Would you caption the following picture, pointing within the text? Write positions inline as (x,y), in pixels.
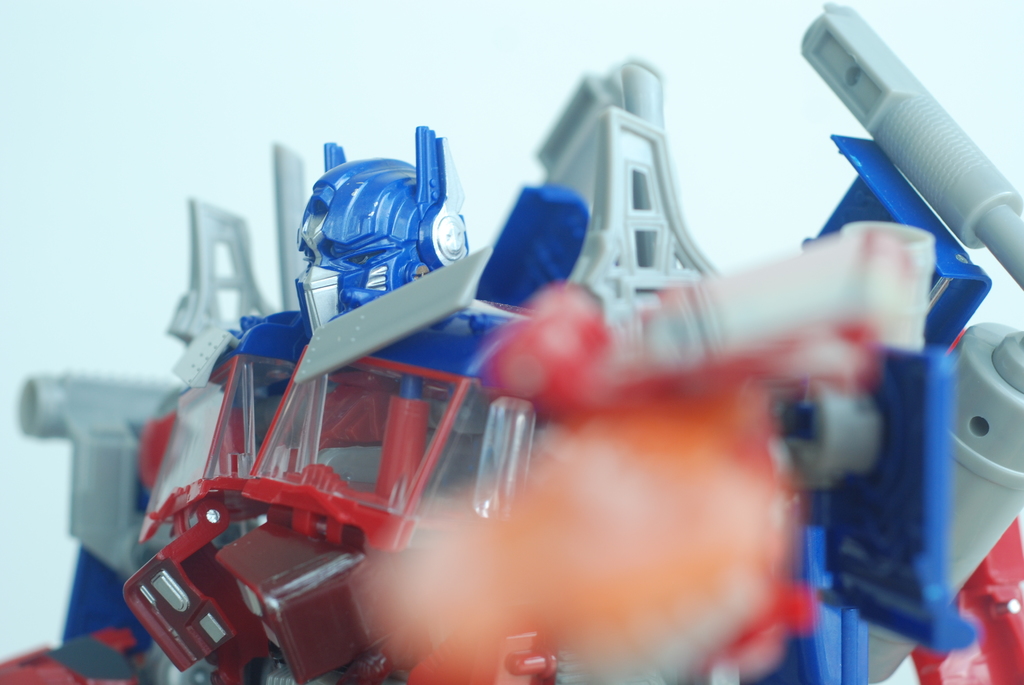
In the image we can see a toy robot (442,343) and the background (694,41) is white in color.
